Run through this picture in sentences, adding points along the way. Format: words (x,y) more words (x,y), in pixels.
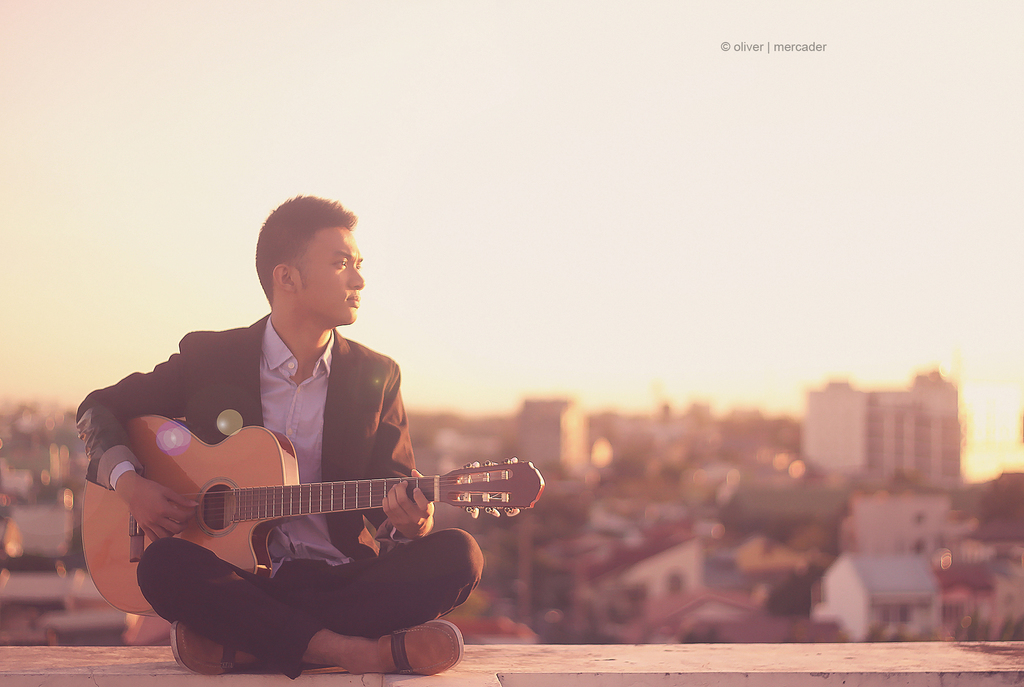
A man (361,395) with black jacket (368,395) and white shirt (313,419) is sitting on the wall (662,686). And he is playing guitar (240,496). In the background (704,462) there are many buildings (8,447) and a sky (673,164).
